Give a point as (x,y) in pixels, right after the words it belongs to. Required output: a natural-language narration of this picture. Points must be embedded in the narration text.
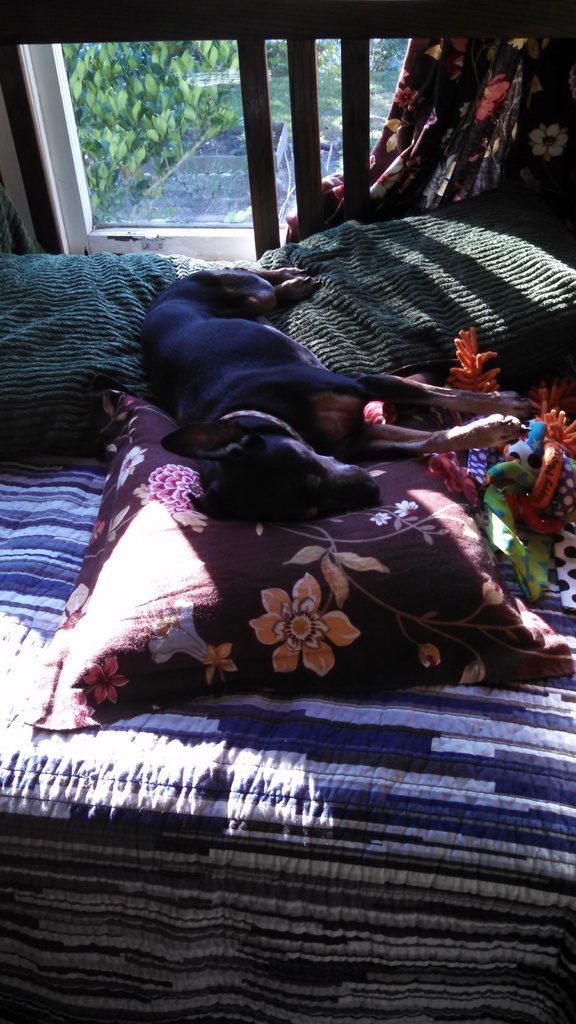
In this picture there is a dog (346,481) in the center of the image (348,496), it is sleeping on a blanket (323,314) and a pillow (267,537), which are placed on a bed (290,806) and there are toys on the right side of the image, there is a window (46,95) and a curtain (419,202) at the top side of the image (141,101) and there are trees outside the window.
